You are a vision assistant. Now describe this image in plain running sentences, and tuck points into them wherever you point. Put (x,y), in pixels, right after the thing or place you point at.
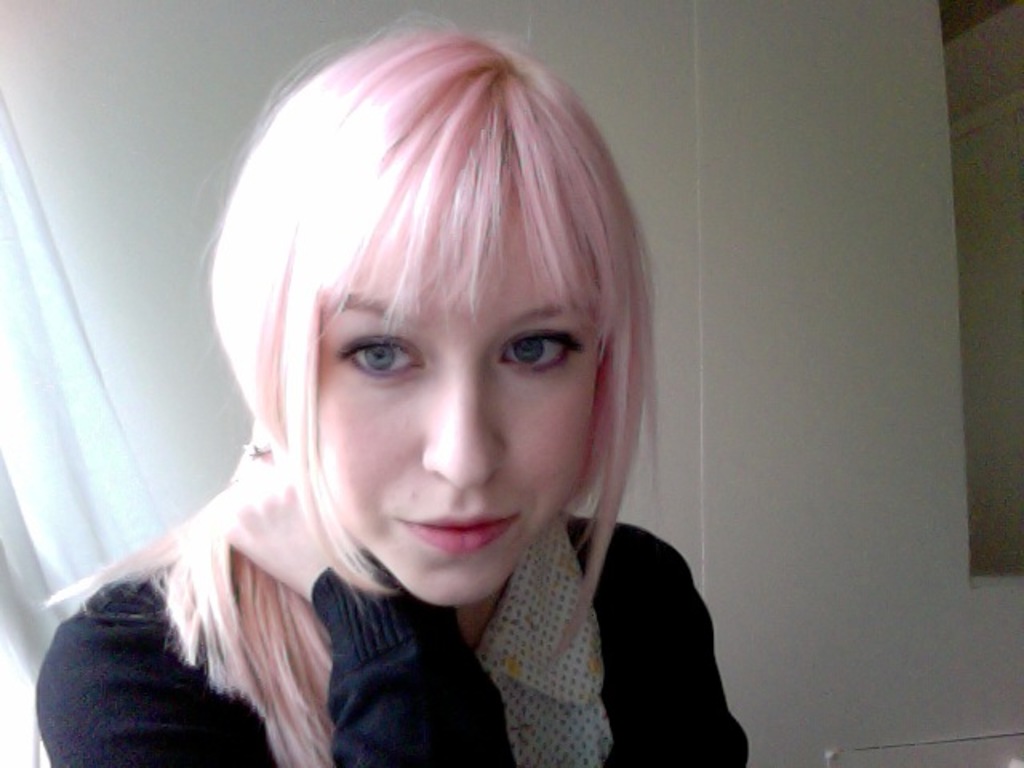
In the center of the image (580,361) there is girl (57,764) wearing a black color jacket (84,723). In the background of the image (177,230) there is wall (676,181).
